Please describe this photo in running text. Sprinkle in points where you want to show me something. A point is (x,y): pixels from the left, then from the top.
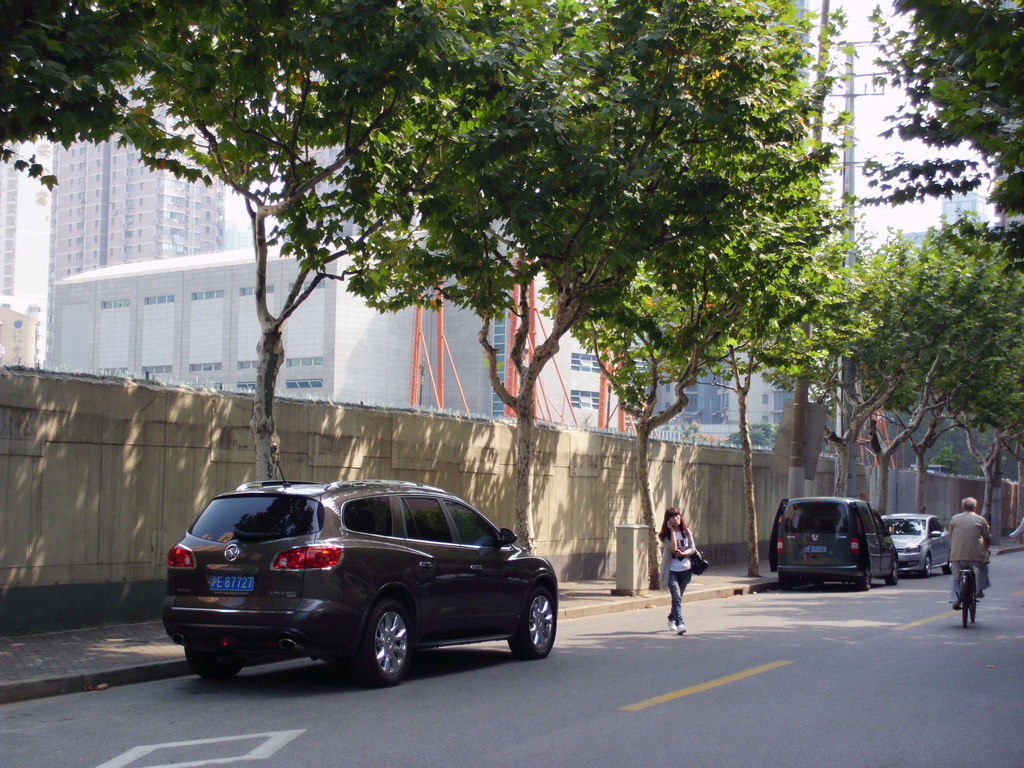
In this picture we can see a road (600,732) and on road (656,613) woman (675,598) is walking carrying her bag (691,566) and man (974,537) is riding bicycle (974,600) and cars (854,555) are parked beside to the side way (61,645) and a wall (565,488), trees (652,225), building (98,267) with windows (118,307) and sky (837,185), pole (853,156).
